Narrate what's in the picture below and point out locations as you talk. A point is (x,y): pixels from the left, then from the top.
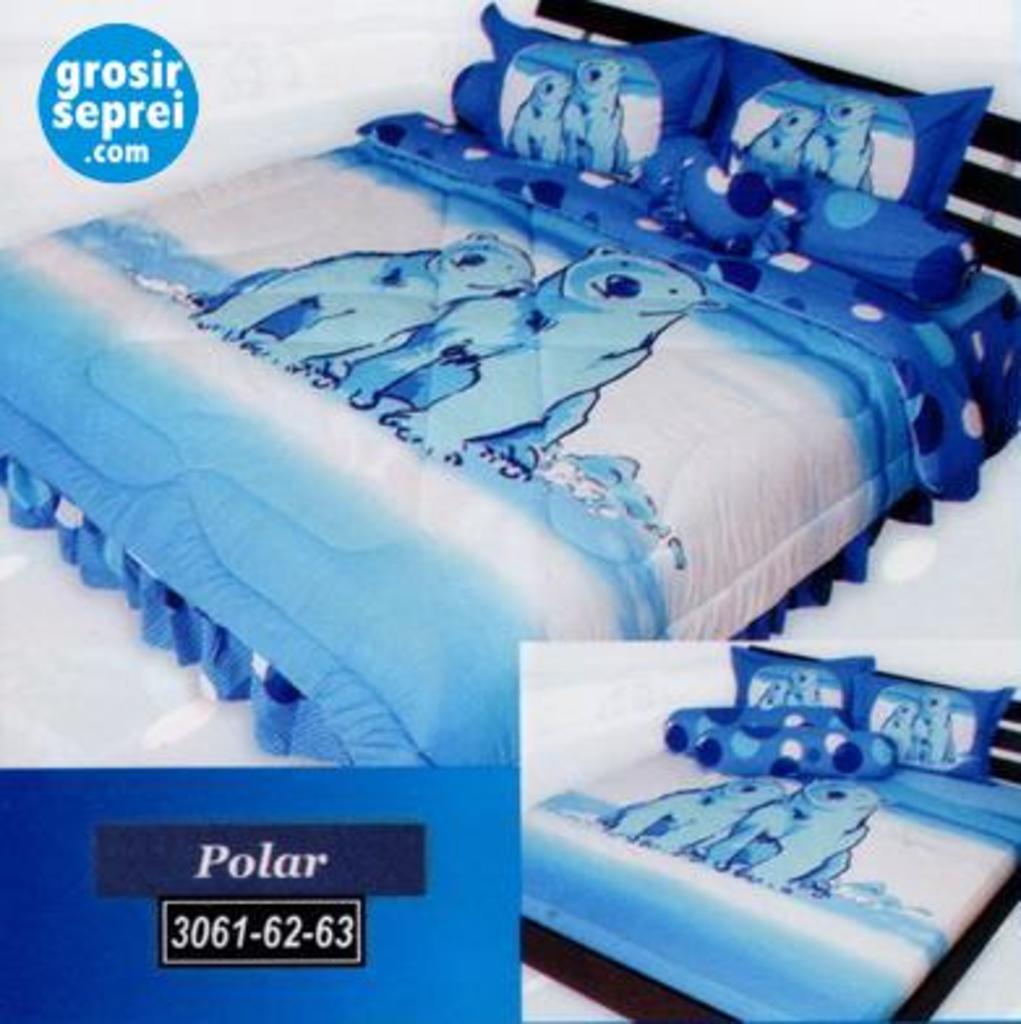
In this picture there is a bed (649,38) with two pillow (879,176) and blanket (420,369).
